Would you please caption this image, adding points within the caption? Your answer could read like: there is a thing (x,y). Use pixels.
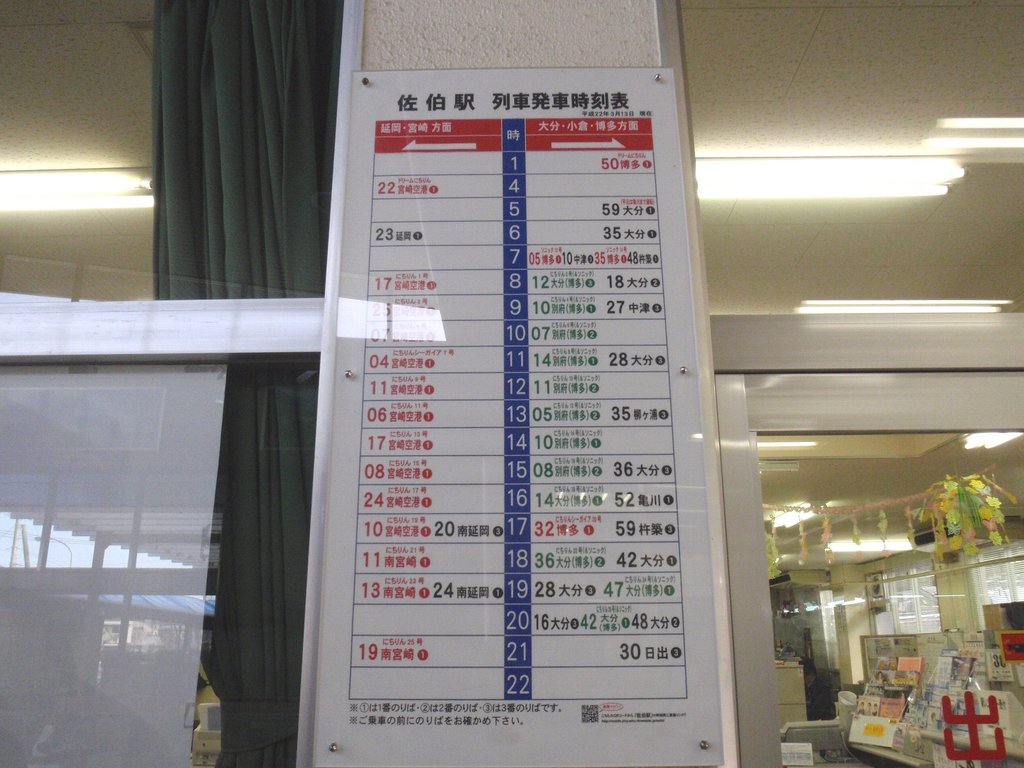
There is a white color hoarding (483,564) which is attached to the wall (406,27) near a glass window (164,757). In the background (83,231), there are lights (996,436) attached to the roof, there are greeting cards (949,666) arranged on the table (949,733), there is a curtain (264,42) and there are other objects (1001,616).
